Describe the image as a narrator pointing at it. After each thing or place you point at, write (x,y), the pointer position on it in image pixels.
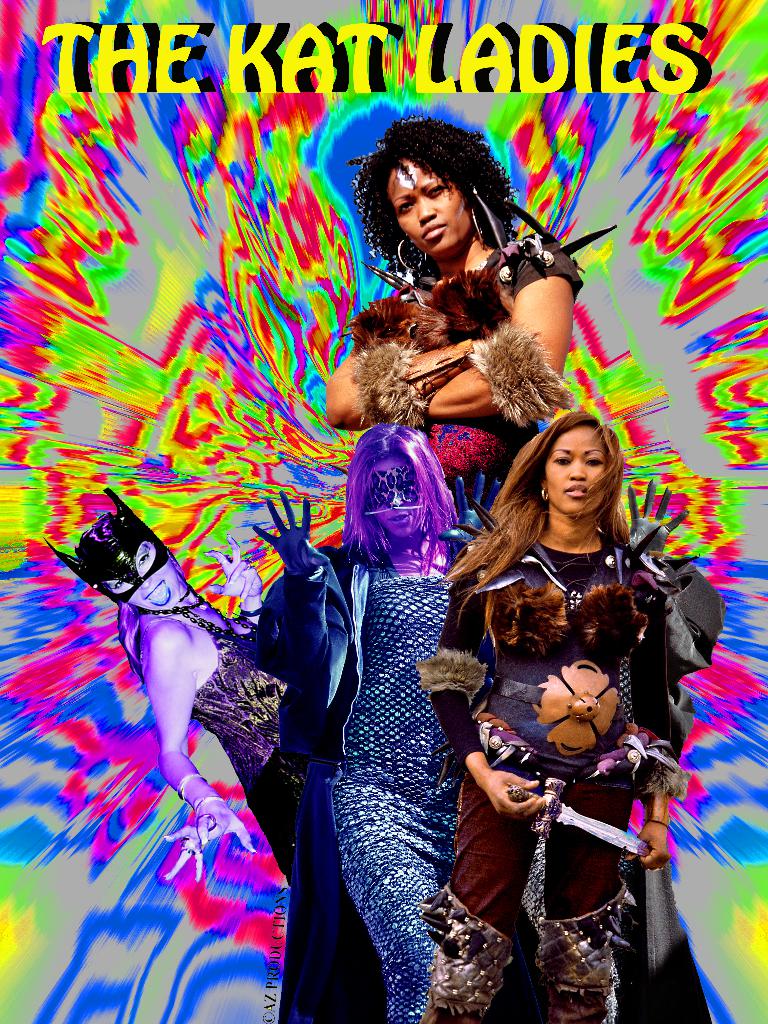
In this image we can see few people (487,631). There is some text (319,34) at the top of the image (305,50). There is a multicolored background (209,411) in the image.
